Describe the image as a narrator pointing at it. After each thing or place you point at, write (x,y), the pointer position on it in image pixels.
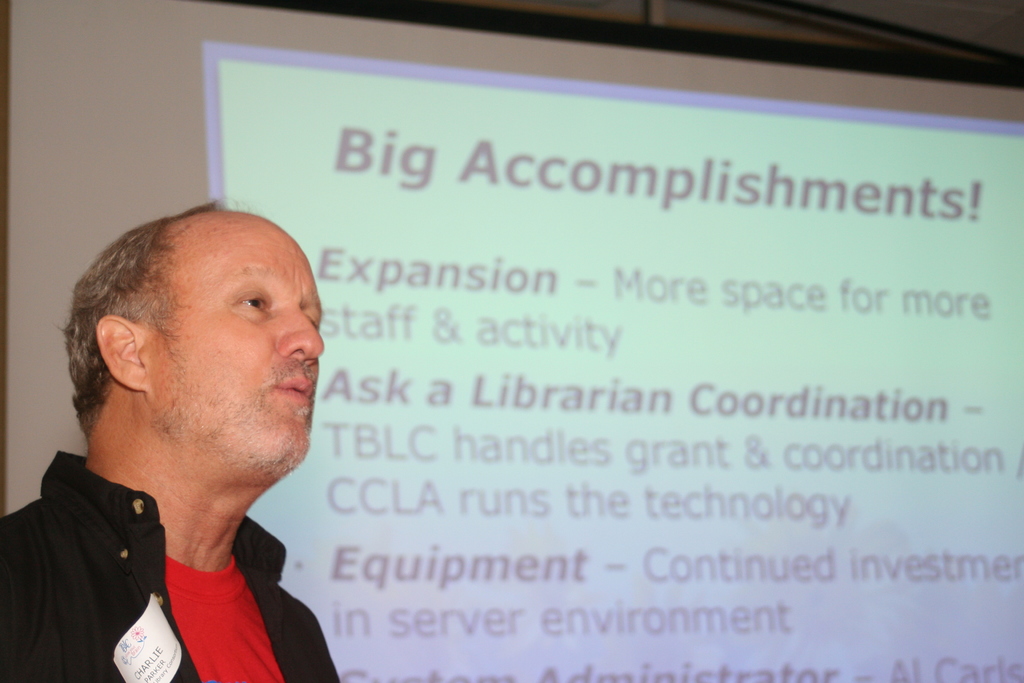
In this image we can see a person (116,342), behind to him, we can see the text (641,266) on the screen (501,240).
